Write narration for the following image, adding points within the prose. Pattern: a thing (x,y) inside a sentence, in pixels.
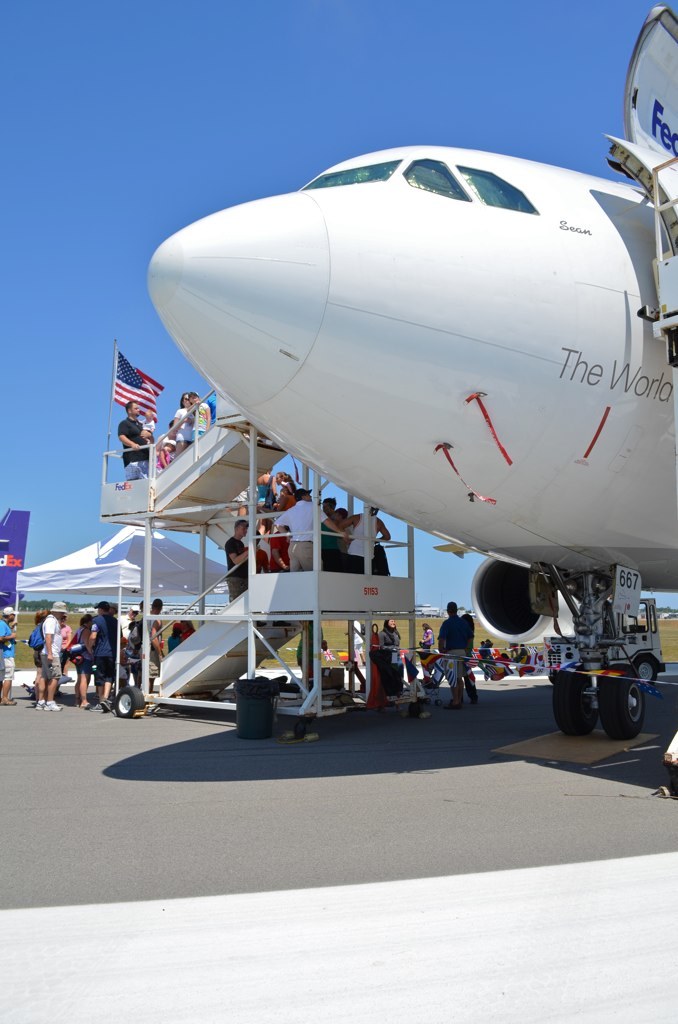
In this picture, on the right side (590,306), we can see an airplane (592,693) which is placed on the road (636,757). In the background (122,593), we can see a group of people (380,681), tent (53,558), flags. On the top (343,124), we can see a sky (97,188).
